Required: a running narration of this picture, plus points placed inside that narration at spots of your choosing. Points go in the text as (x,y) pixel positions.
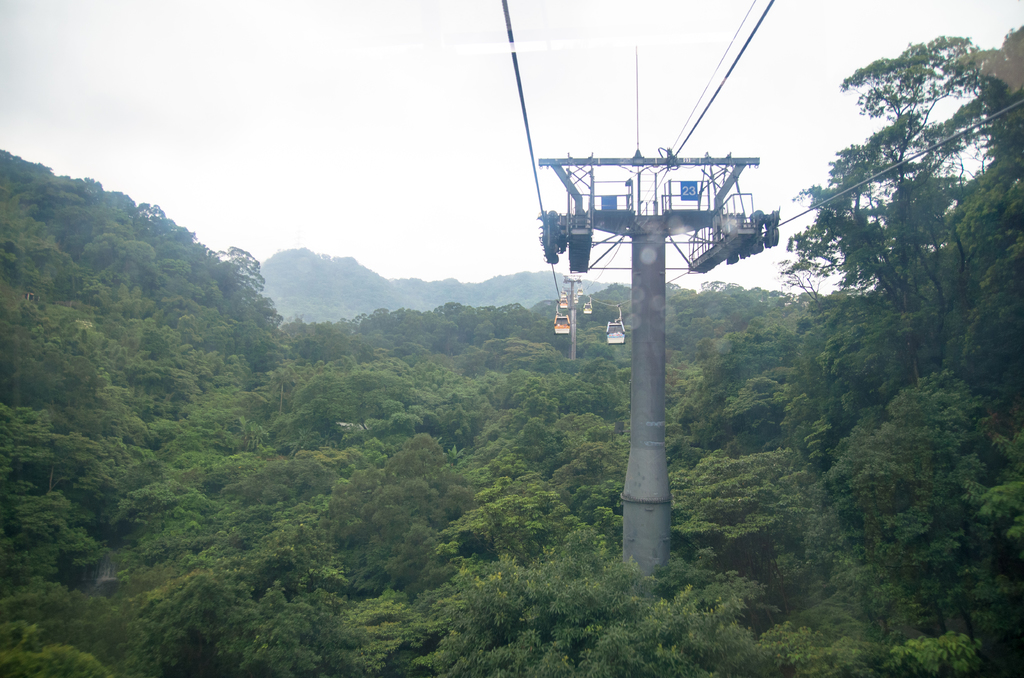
In this image we can see a forest (847,586). In the middle of the forest (833,604), one pole (618,215) is there and to the pole (721,206) wires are attached. The sky (245,105) is white in color.
